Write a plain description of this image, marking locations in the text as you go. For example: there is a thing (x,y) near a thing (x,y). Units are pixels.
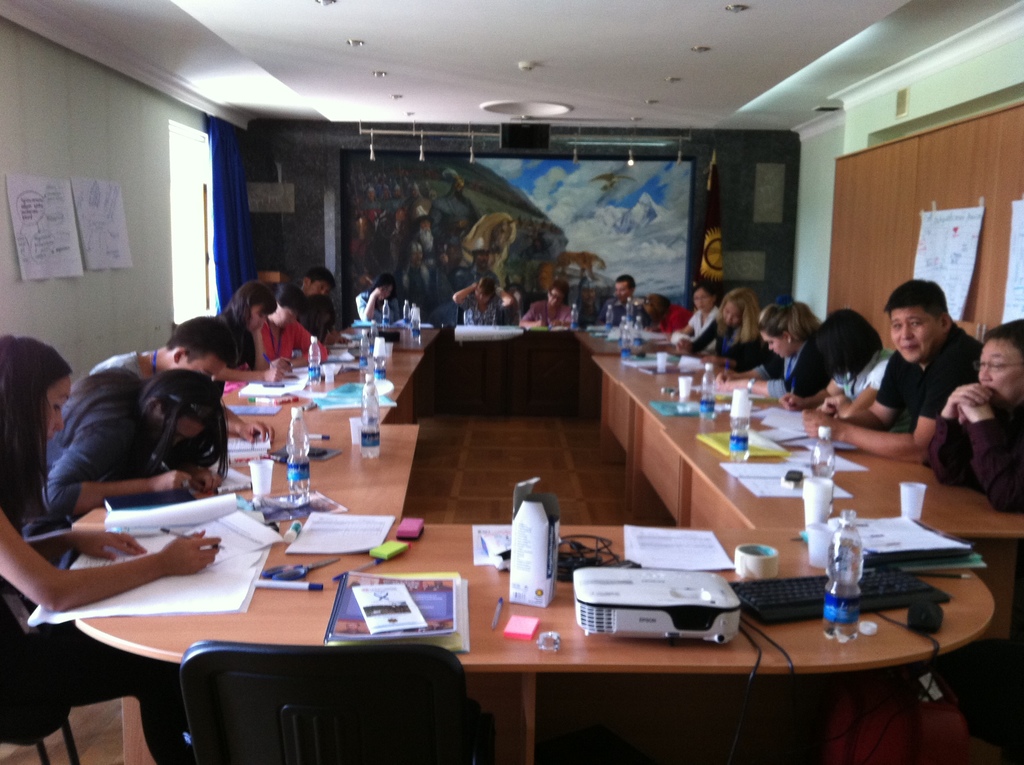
In this image there are group of people (249,357) who are sitting on chairs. in front of them there is one table (746,503) on the table (338,432) we could see some bottles (304,436), books (355,601), papers (368,599), and projector (689,609), keyboard (796,594), glasses (917,507) are there on the table (284,600). On the background (537,236) there is one painting (371,217), on the top (350,47) there is ceiling (488,44) and some lights (522,102) are there on the ceiling (511,116). On the left side (66,174) there is one wall (66,88), on the wall (49,93) there are some papers (84,214) and on the right side (874,200) there is a wooden board (888,217).
